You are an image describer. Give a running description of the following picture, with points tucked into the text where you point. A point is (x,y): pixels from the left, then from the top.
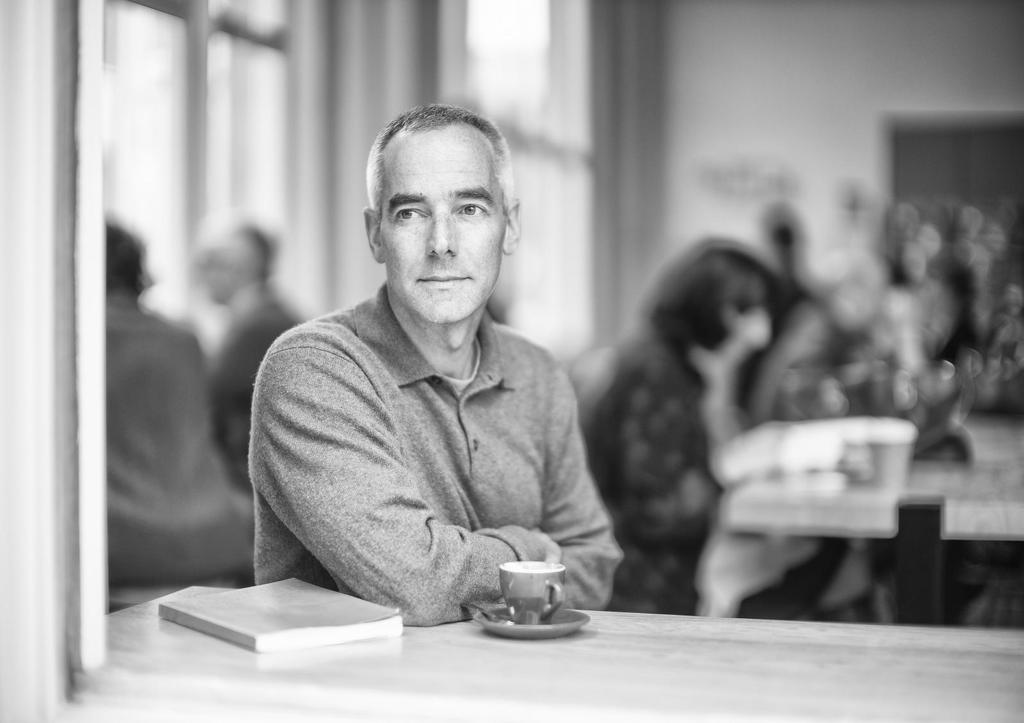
In the image in the center (349,359) we can see one person (509,442) sitting and smiling, which we can see on his face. In front of him, there is a table (489,661). On the table (669,674), we can see one book (187,601), cup (536,599) and saucer (526,626). In the background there is a wall (791,67), door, table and few people (136,405) were sitting.
